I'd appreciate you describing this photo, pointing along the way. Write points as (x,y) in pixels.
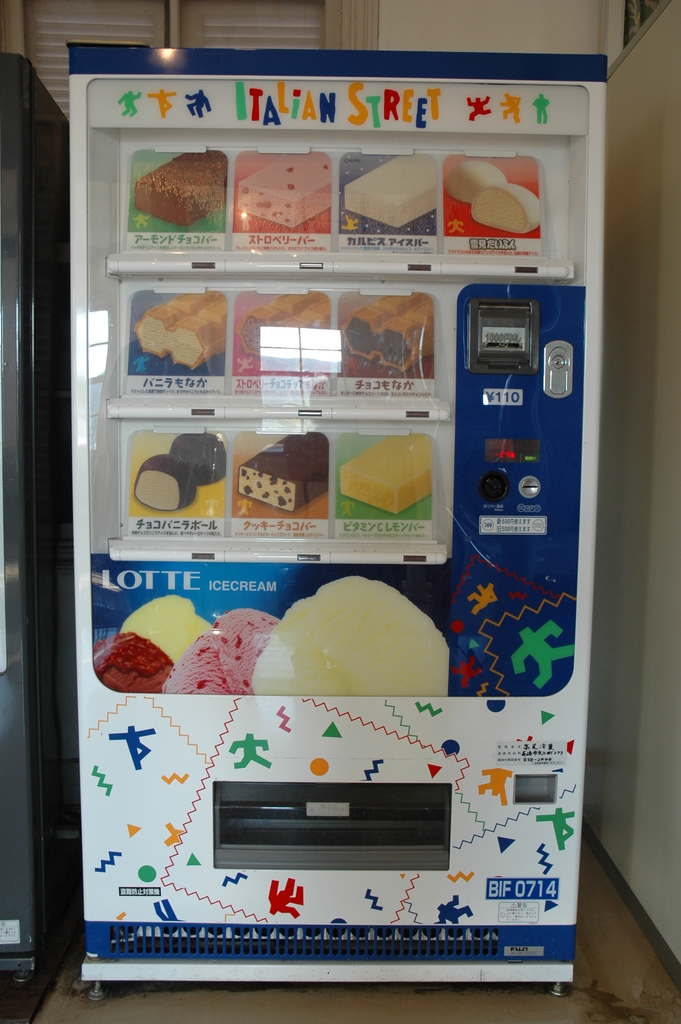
This a picture highlighted with a vending machine (286,506). Here we can see different flavours of icecreams (276,237), Lotte ice cream (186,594). Here we can see different flavors of ice cream scoops (304,659). On the background (514,34) we can see a wall (425,18) painted with white paint colour (519,34). This is a floor (346,1007).
